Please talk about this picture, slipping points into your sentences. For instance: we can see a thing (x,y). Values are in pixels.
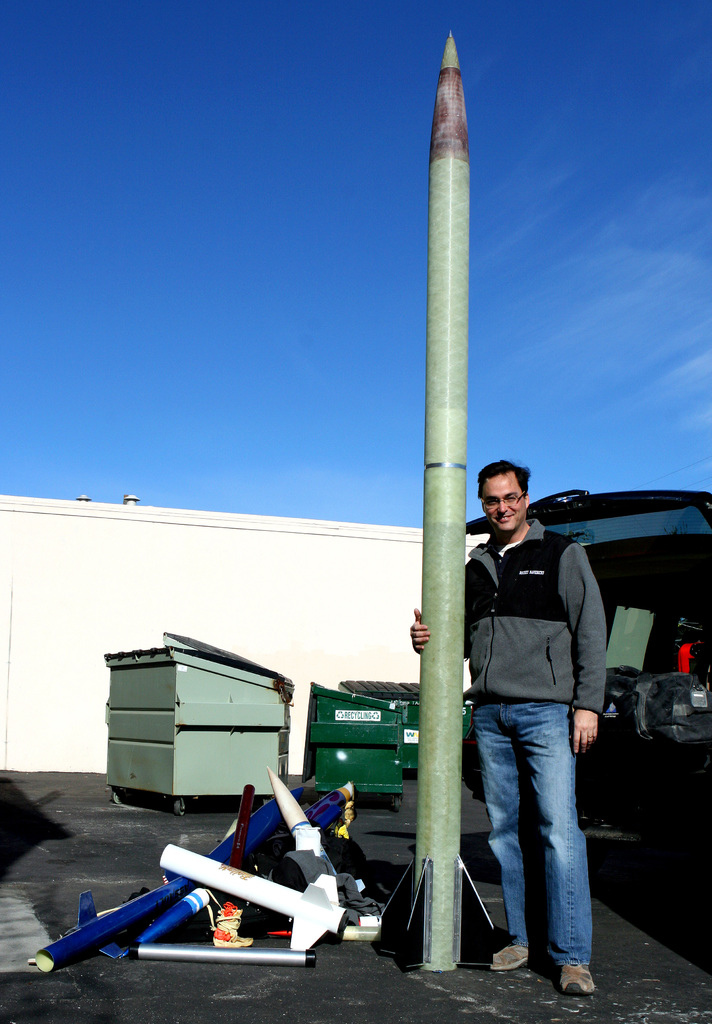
In the foreground of the picture (274,892) there are rocket like objects (190,905) and a person (531,739) standing. In the center of the picture (239,669) there are dustbins (248,682) and object (432,645). In the background (291,584) there is a wall (305,566). On the right (647,614) there is a vehicle (663,620), in it there are some objects (660,674). Sky (289,310) is sunny.
